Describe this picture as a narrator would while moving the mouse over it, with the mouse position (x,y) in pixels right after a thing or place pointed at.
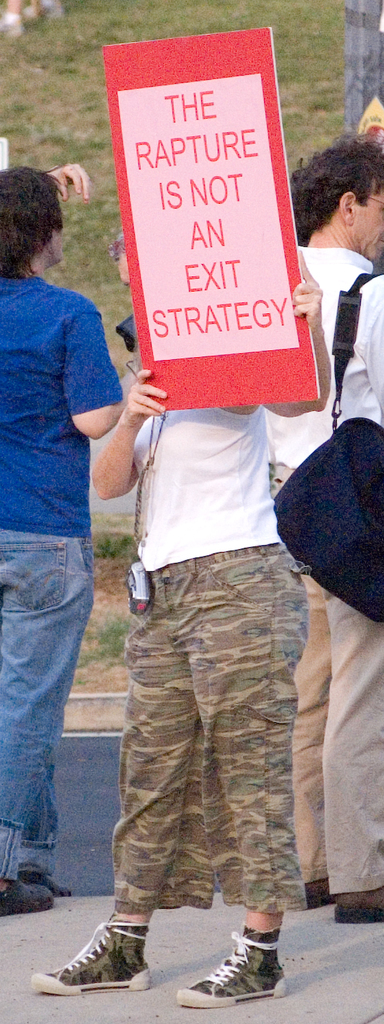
In this image, I can see three persons (147,525) standing on the ground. Among them one person (205,513) is holding a board (300,369). In the background (60,41), there is the grass (335,46).
